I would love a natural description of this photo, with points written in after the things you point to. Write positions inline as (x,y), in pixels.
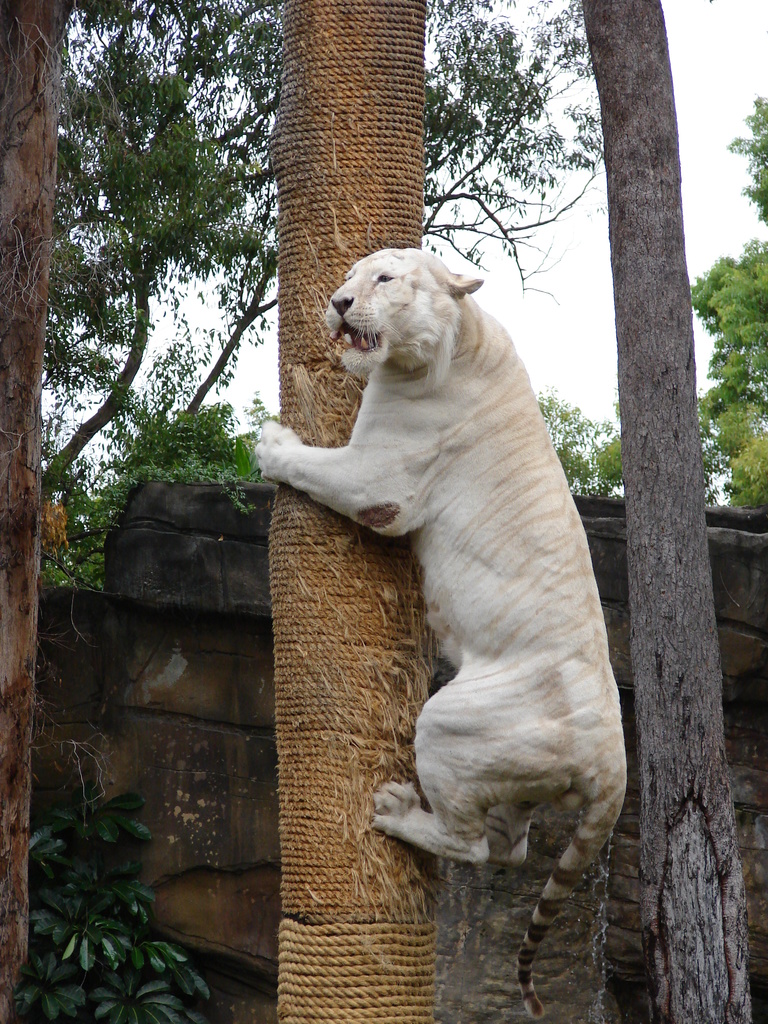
In this image an animal (331,454) is climbing the tree trunk (347,943) which is tied with the ropes (387,662). Behind it there is a wall (630,761). Background there are few trees (562,417). Behind there is sky (565,333). Right side (706,808) there is a tree trunk (655,684). Left bottom there is a plant (69,896). Beside there is a tree trunk (26,819).
